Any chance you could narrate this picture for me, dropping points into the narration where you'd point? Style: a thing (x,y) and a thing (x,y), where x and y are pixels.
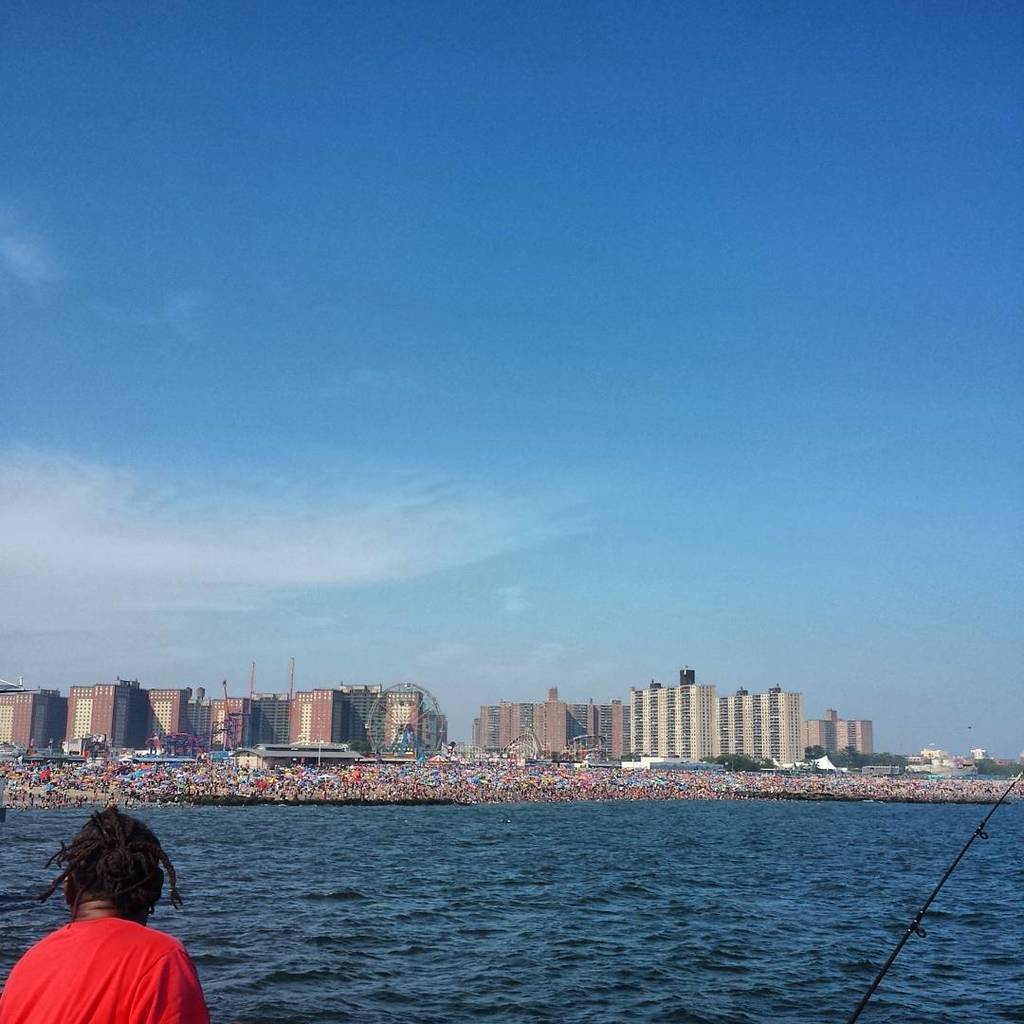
In this image I can see a person (185,975) wearing red color shirt (185,975), background I can see water (603,999), buildings (305,726) in white color and sky (497,555) in blue and white color.
